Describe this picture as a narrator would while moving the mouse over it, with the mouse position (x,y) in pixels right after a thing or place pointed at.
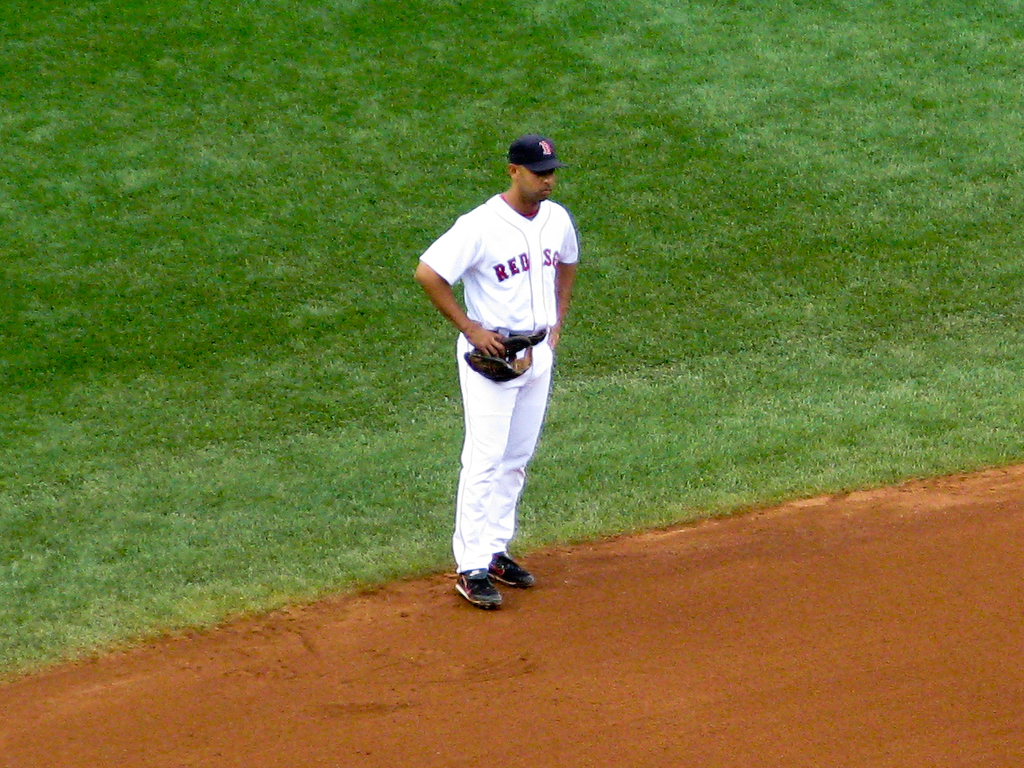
In this image I see a man (547,287) who is wearing white jersey (473,301) and I see that he is wearing a cap (520,141) and he is holding a brown color thing (487,355) in his hand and I see the ground (587,0) on which there is green grass (933,72).
